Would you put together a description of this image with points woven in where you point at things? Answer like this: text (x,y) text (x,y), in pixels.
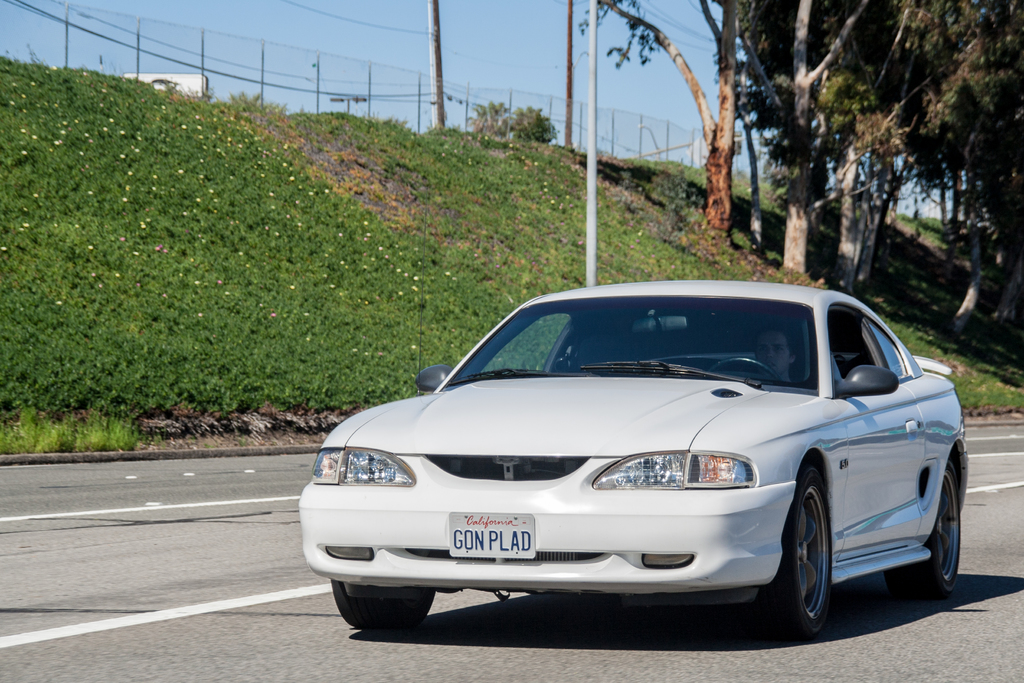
This image consists of a car (707,489) in white color. At the bottom (334,641), there is a road (706,681). On the left (160,258), we can see the plants (584,246) and green grass (746,201). At the top (349,59), we can see a fence (669,133) along with the sky (489,49). In the middle (594,237), there is a pole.
